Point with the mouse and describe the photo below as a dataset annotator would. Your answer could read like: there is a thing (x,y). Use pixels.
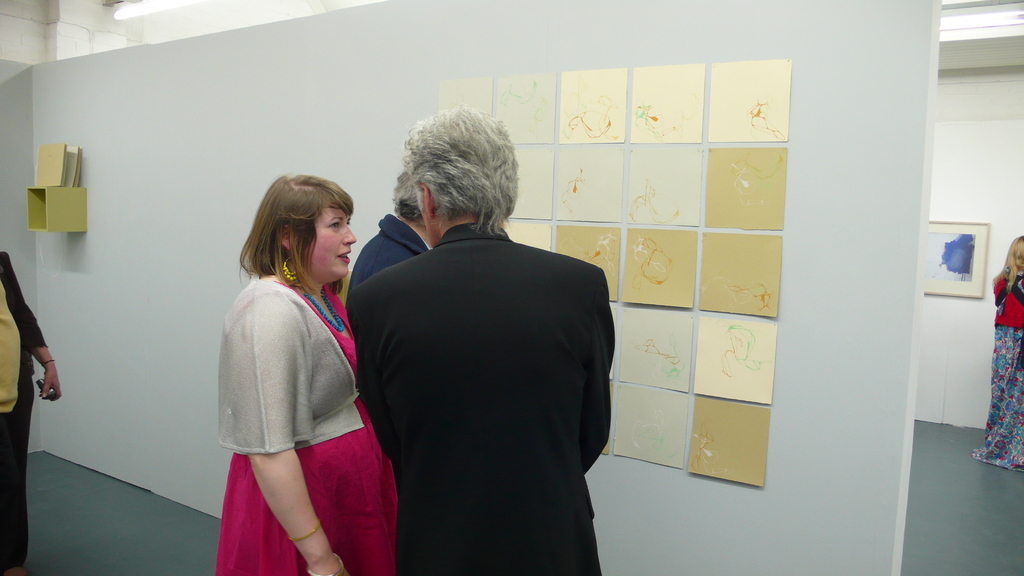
In the middle of the picture (437,351), we see two men (484,322) and a woman (316,401) in the pink dress (352,502) are standing. In front of them, we see a white wall (799,409) on which many cards (607,232) are pasted. On the left side (43,356), the woman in the black dress (18,292) is holding a camera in her hand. On the right side (1011,428), the woman (1011,332) in a red top (1016,316) and floral skirt (995,392) is standing. Behind her, we see a white wall (958,358) on which photo frame (944,258) is placed.
